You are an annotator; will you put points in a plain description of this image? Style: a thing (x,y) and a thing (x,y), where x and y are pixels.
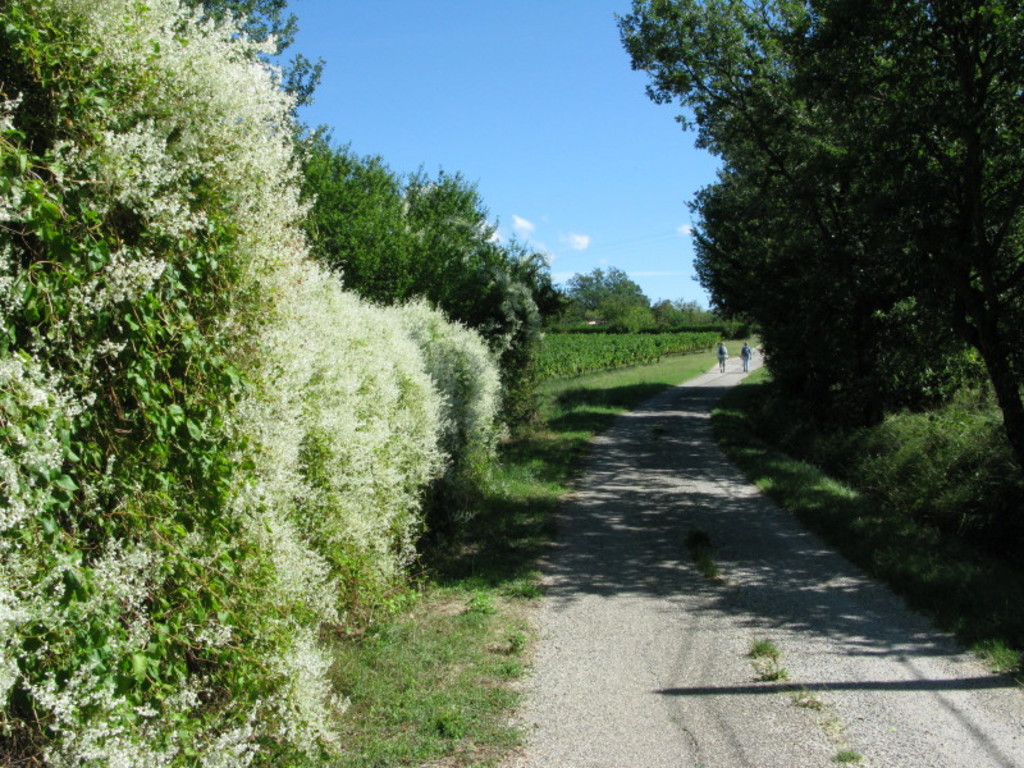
In this image I can see two persons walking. In the background (663,315) I can see few trees (470,290) in green color and the sky (533,105) is in blue and white color.
